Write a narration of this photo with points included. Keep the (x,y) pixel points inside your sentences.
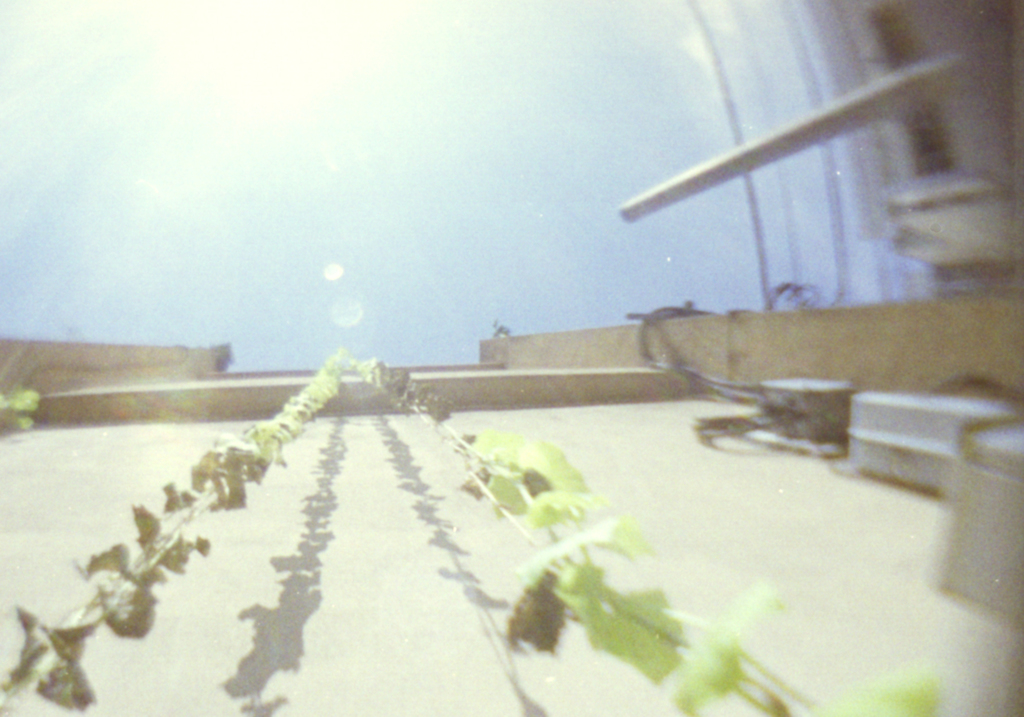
In the picture there are two vines (23,671) and the vines (543,579) are covered with some leaves (418,404), behind the vines (326,371) there is a wall (694,546), on the right side (1001,513) there are few objects (823,406) and in the background (579,92) there is a sunlight (211,40), there is a pole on the right side of the vines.
